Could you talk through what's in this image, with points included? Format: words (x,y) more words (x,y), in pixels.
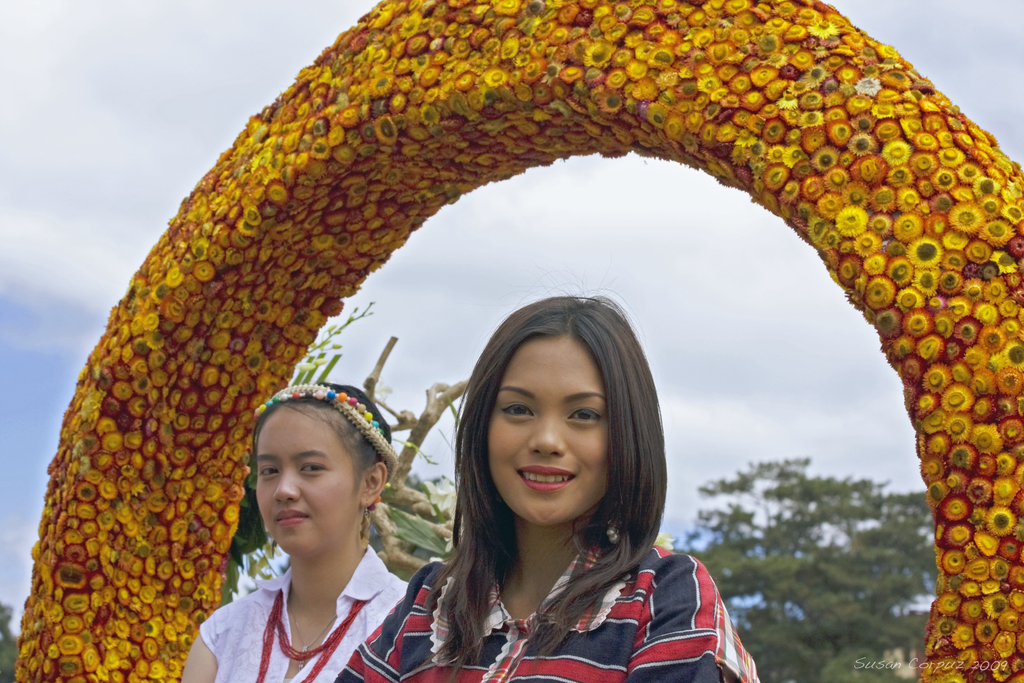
In the middle of the image (515,454) two women (194,672) are standing. Behind them there is a arch (175,498) and there are some trees (870,639). Top of the image (179,70) there are some clouds (693,313) and sky (693,313).
